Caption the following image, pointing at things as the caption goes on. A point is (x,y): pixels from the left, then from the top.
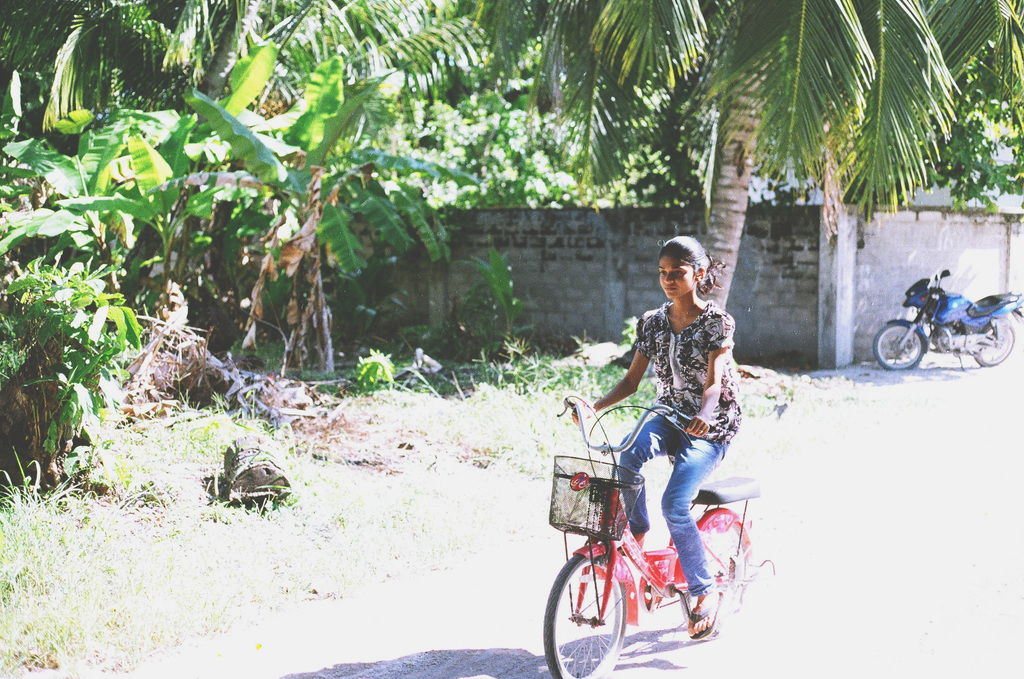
There is a girl (706,322) riding bicycle (592,461) and behind her there is a bike (893,325) in front of wall (448,316) and some coconut trees (470,2) and banana trees (305,302) on ground (202,512).
